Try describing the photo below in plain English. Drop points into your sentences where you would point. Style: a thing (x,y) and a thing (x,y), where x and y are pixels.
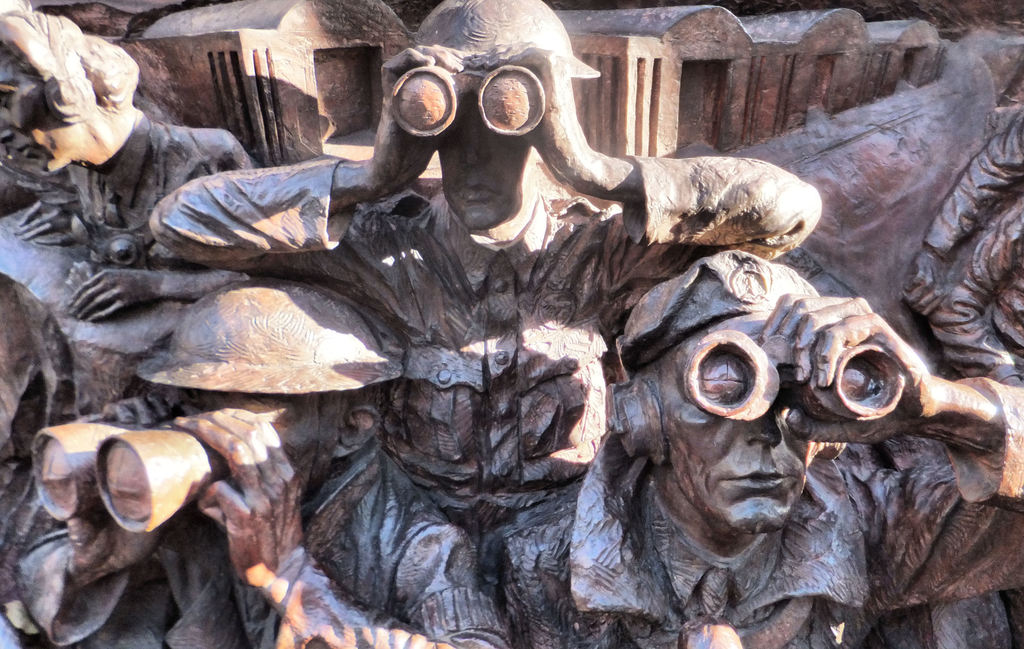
In this image in the center (658,280) there is one sculpture (790,373).
